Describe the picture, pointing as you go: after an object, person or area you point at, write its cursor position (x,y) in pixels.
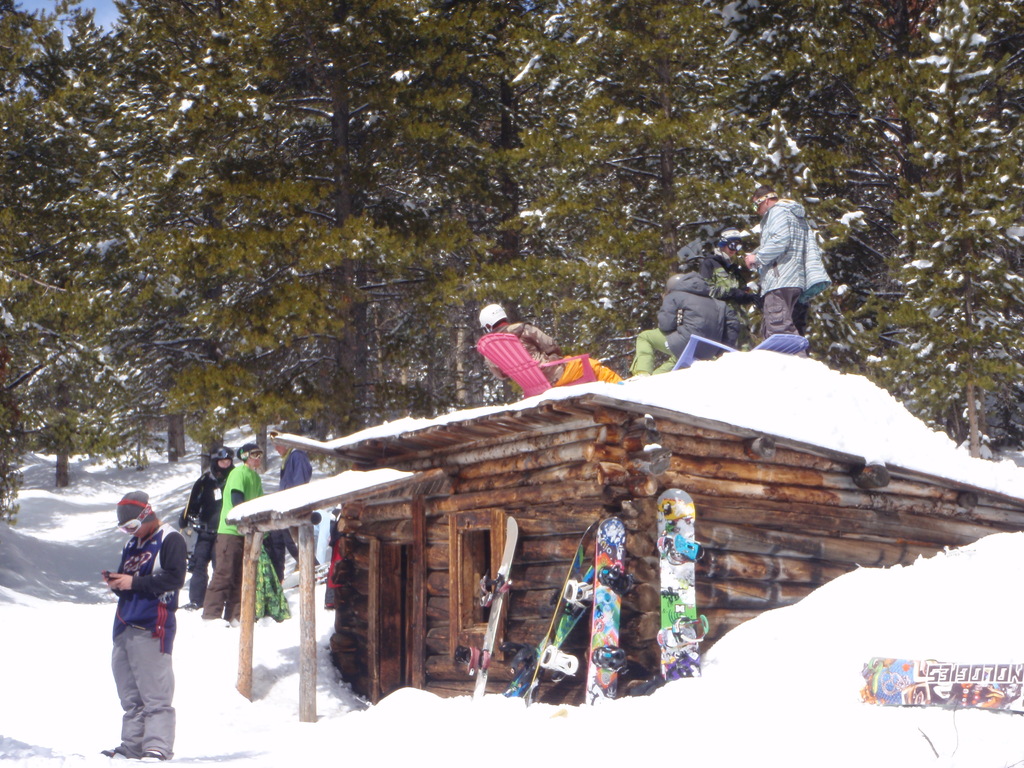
In this picture we can see some people (328,528) standing here, at the bottom (749,703) there is snow (720,752), we can see ski boards (659,637) here, there is a room (578,509) here, in the background (476,250) there are some trees (475,204).
